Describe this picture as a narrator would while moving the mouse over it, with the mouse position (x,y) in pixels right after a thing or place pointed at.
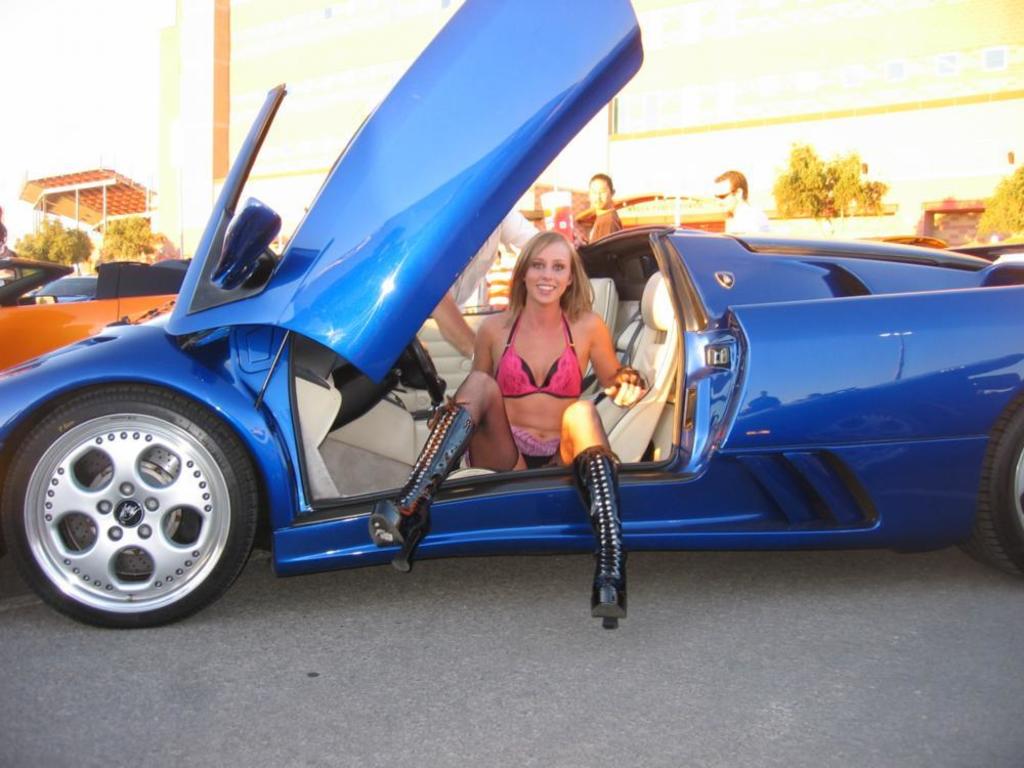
In the center of the image (356,315) we can see one car (300,306), which is in blue color. In the car (786,315), we can see one woman (541,369) is sitting. And she is smiling, which we can see on her face (538,298). In the background (611,104) we can see trees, buildings (630,102), vehicles (1,303), few people (612,228) are standing etc.
